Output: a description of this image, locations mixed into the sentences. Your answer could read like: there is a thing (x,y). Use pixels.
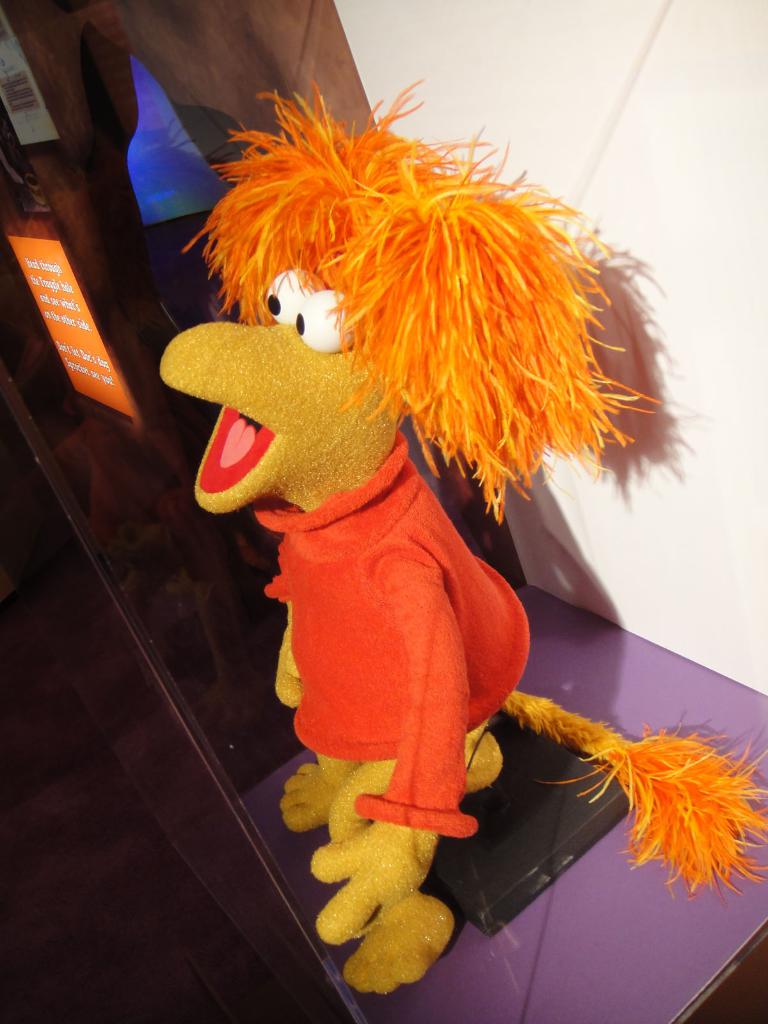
In the center of the image (392,493), we can see a toy (280,441) on the stand (290,770) and there are boards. In the background (530,139), there is a wall (543,535).
